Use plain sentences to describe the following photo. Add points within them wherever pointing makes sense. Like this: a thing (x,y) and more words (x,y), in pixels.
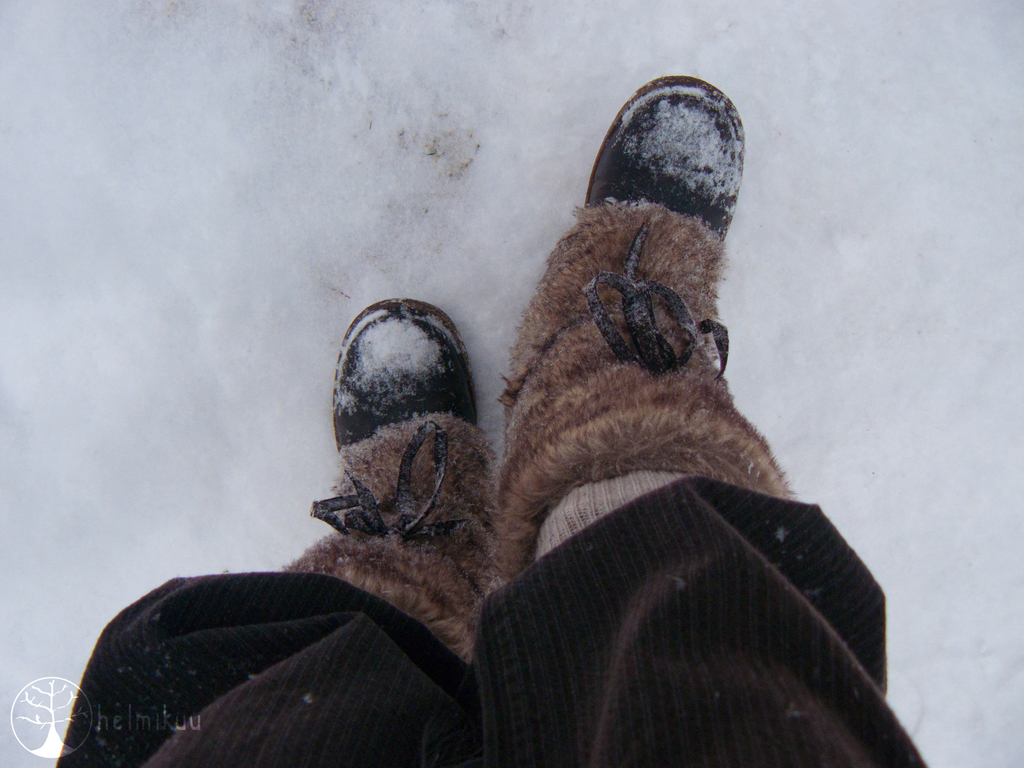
In this image we can see person's legs (541,395). In the background (376,172) there is snow (795,296).
